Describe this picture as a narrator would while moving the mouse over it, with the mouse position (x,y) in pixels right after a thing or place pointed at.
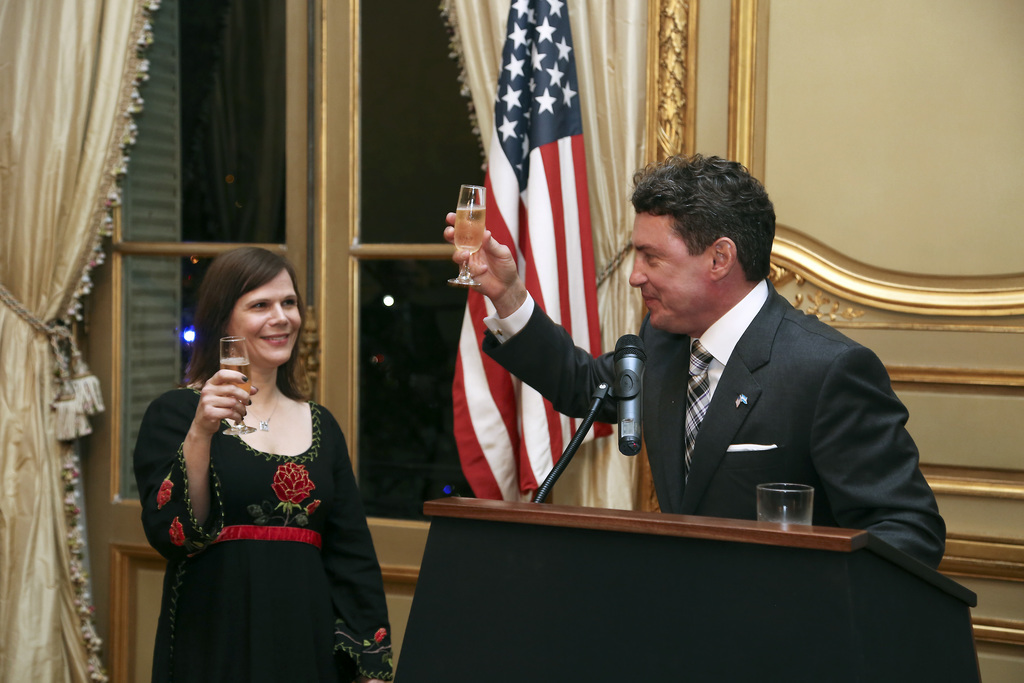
In the center of the image (672,237) there is a person (554,369) holding a glass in his hand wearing a suit (726,464). he is standing near a podium (490,611). In the background of the image (847,42) there is a wall (795,45). There is a flag (584,231). There is a door (112,601). There is a lady (242,259) wearing a black color dress (318,667) holding a glass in her hand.
